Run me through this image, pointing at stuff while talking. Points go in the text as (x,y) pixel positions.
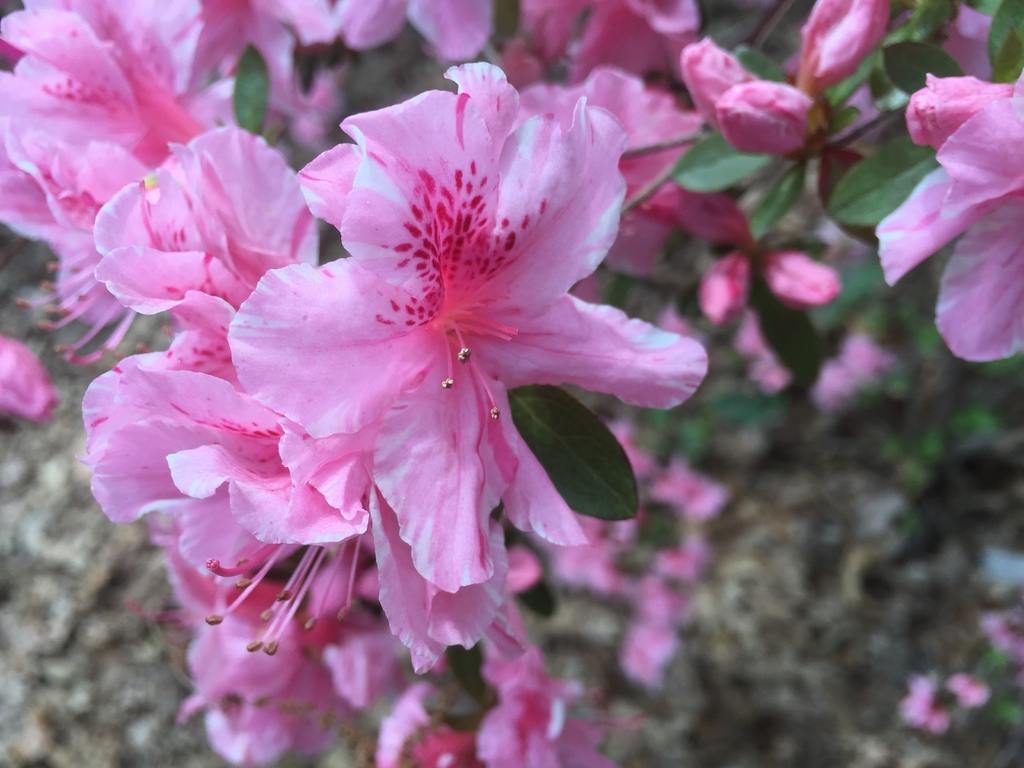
The picture consists of flowers (532,241), leaves (760,217) and stems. The background (22,738) is blurred.
